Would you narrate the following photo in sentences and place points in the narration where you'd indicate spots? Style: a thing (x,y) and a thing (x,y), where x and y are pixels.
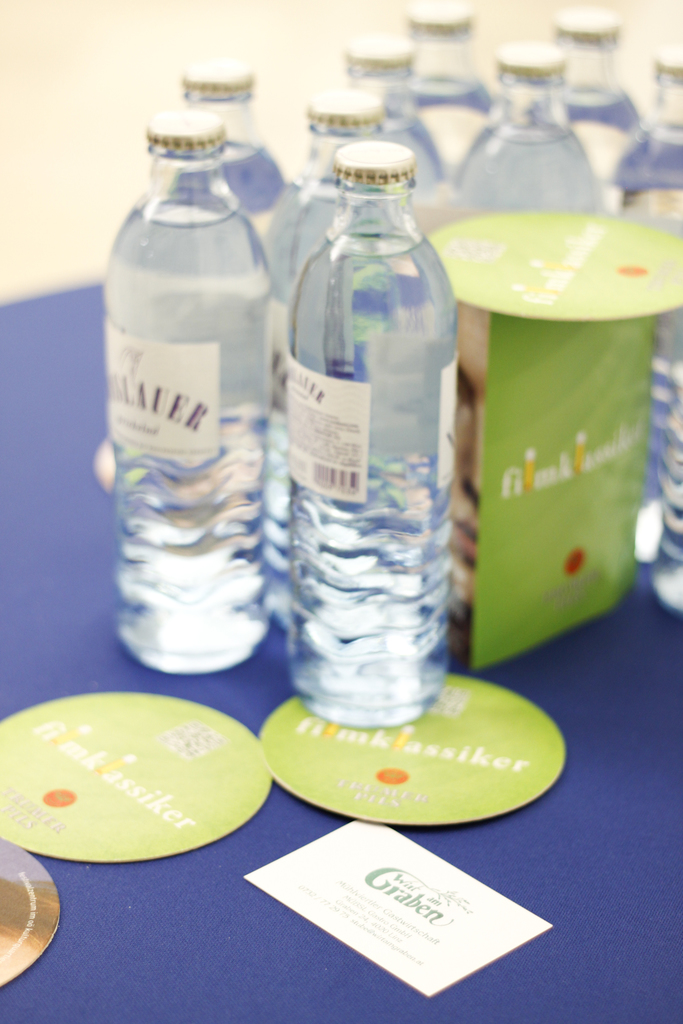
In this picture we can see bottles (395,545), cards (422,726) placed on a table (72,315).
